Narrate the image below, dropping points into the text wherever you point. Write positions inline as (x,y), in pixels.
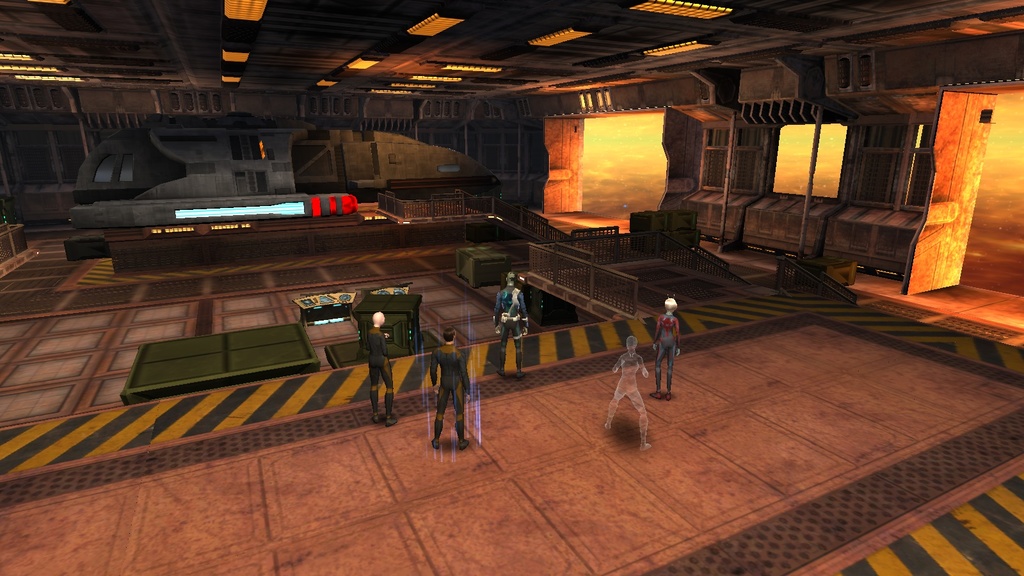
This is an animated picture. In the foreground of the picture (560,375) there are people (459,379), desk (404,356) and other objects (242,363). At the top (236,73) there are lights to the ceiling (390,82). In the center of the picture (538,244) there are railing (696,261) and other objects (217,217).
